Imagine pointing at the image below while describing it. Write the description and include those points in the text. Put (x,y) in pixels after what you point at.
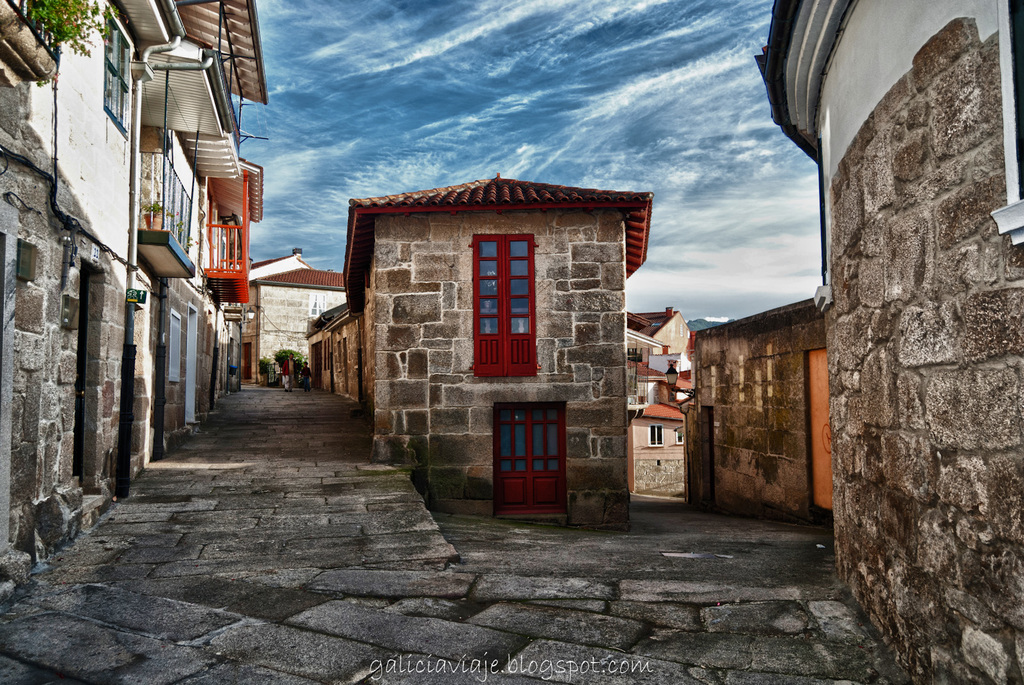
In this image, I can see the buildings (472,373) and plants (72,10). There are two persons (289,362) standing on the pathway (280,404). In the background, there is the sky (677,124). At the bottom of the image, I can see a watermark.
